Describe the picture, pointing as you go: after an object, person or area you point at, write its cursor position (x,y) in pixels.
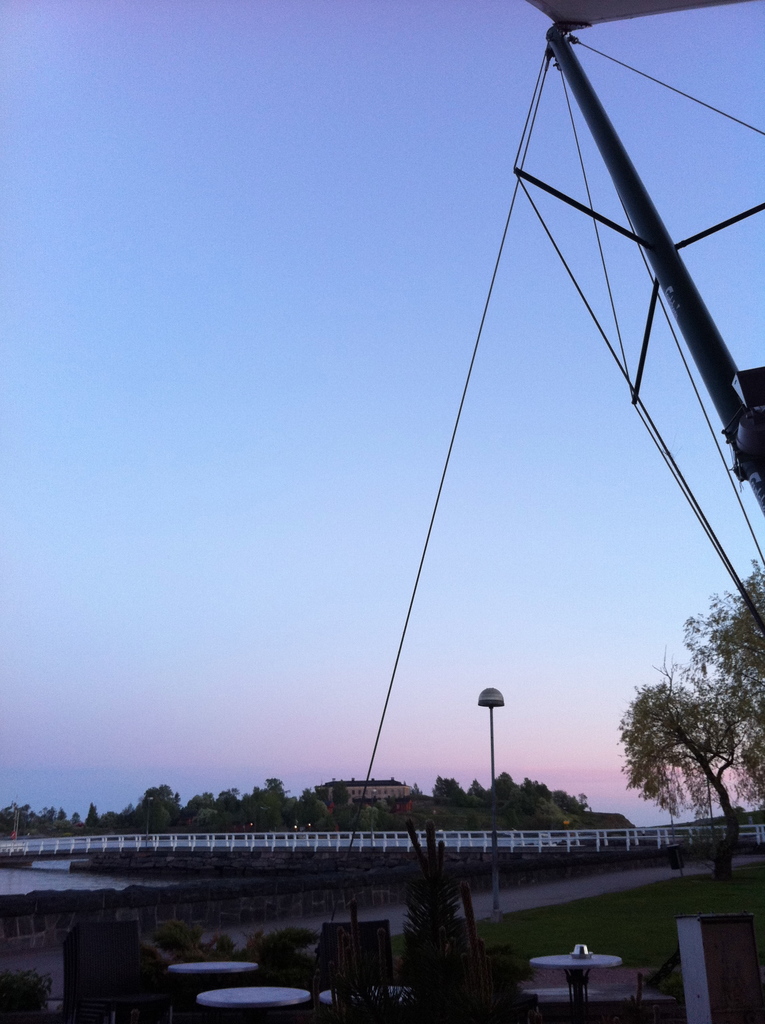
In the foreground of the image (565,1014) we can see group of tables (590,965) placed on the ground (569,1023), one bowl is placed on a table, a group of plants (493,957), container (718,995) placed on the ground (557,910). On the right side of the image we can see a pole (628,169) with cables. In the background (536,841), we can see a fence (758,837), a group of trees (385,805), building (377,794), water (43,875) and the sky (176,511).
